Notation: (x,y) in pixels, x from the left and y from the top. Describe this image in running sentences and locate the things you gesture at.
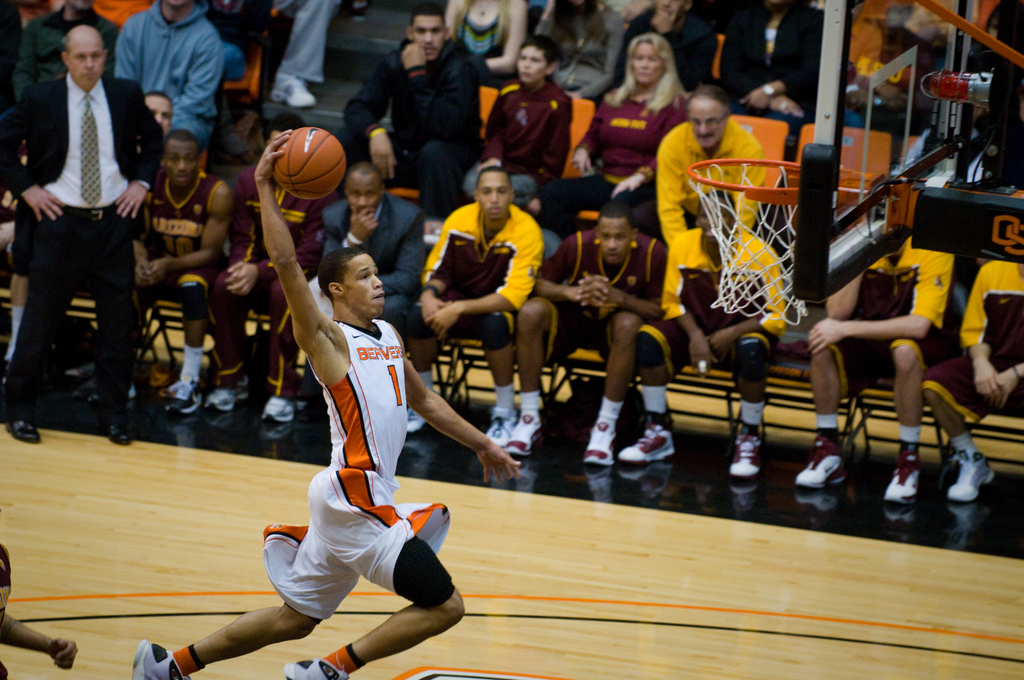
In this image a person (332,333) is running on the floor (511,637). He is holding a ball (318,150) in his hand (261,182). He is wearing a white sports dress (379,412). Behind there are few persons (218,296) sitting on the bench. Few persons (587,168) are sitting on the chairs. A person (83,53) wearing a suit (67,155) and tie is standing on the floor (89,474). Left bottom there is a person (19,625). Right side (751,268) there is a basket (770,224) attached to the pole (852,13).
